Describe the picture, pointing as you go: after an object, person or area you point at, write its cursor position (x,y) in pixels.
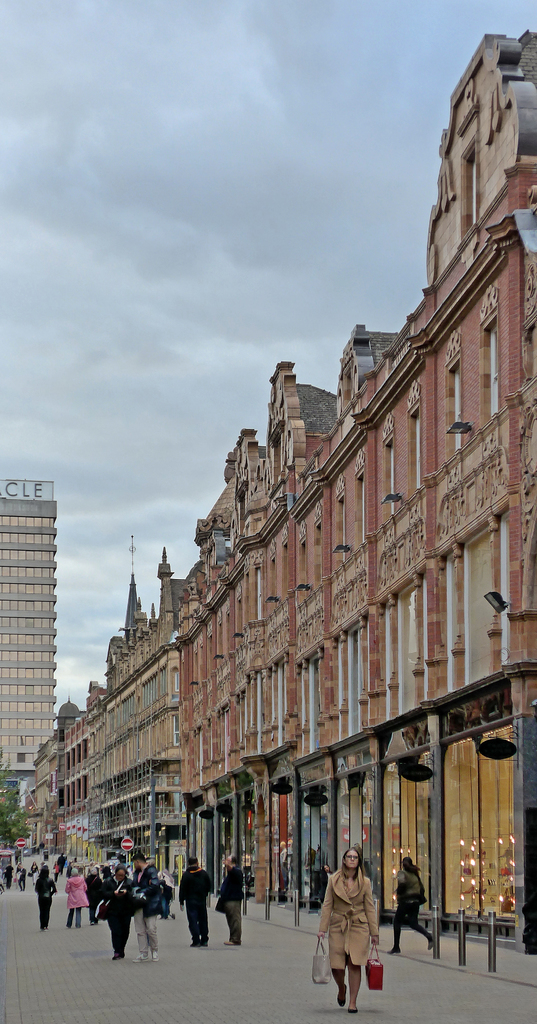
At the top (305,73) we can see sky (242,184) and it is a cloudy. At the right side of the picture (453,677) we can see buildings (260,693). Far we can see a tree (10,819) and a building (32,782). We can see people (17,854) walking and standing on the road (429,962).
